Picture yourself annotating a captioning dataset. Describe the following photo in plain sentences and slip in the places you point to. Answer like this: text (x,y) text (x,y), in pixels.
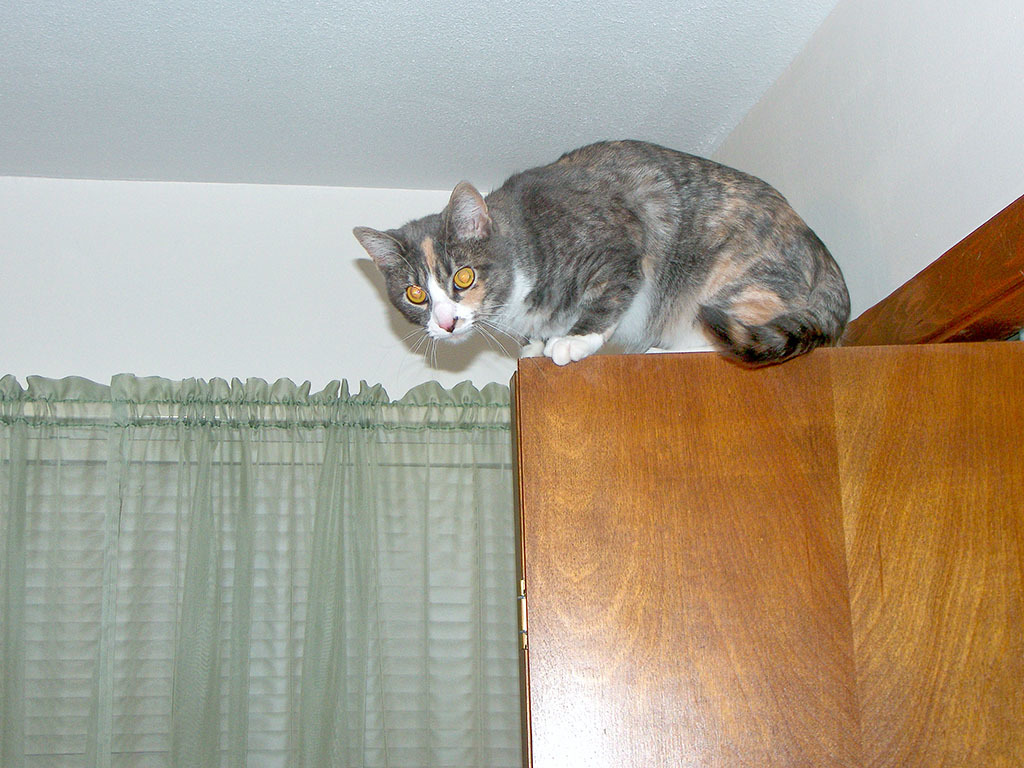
There is one cat (666,276) present on the door (741,382) as we can see on the right side of this image (698,398). There is a curtain (263,530) on the left side of this image (246,545) and there is a wall (300,229) in the background (228,270).
